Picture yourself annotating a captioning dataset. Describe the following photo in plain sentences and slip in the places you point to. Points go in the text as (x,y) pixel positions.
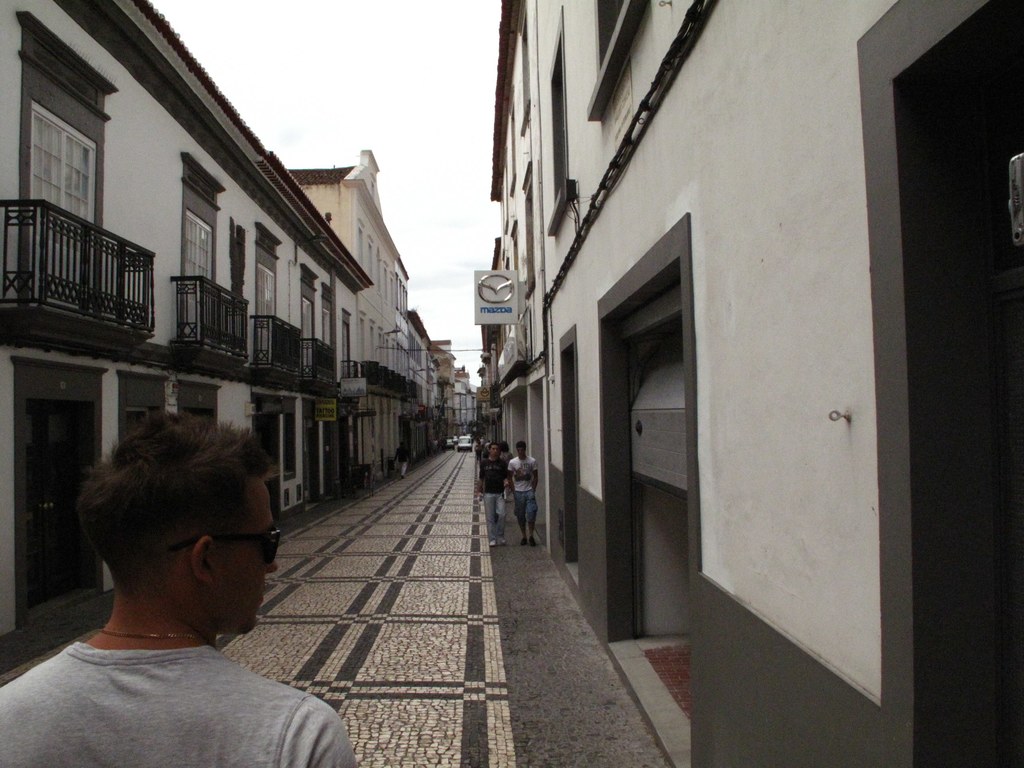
In this image there is a road (352,573) where people (189,721) are walking and cars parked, on the either side of road (451,477) there are buildings (973,470).
